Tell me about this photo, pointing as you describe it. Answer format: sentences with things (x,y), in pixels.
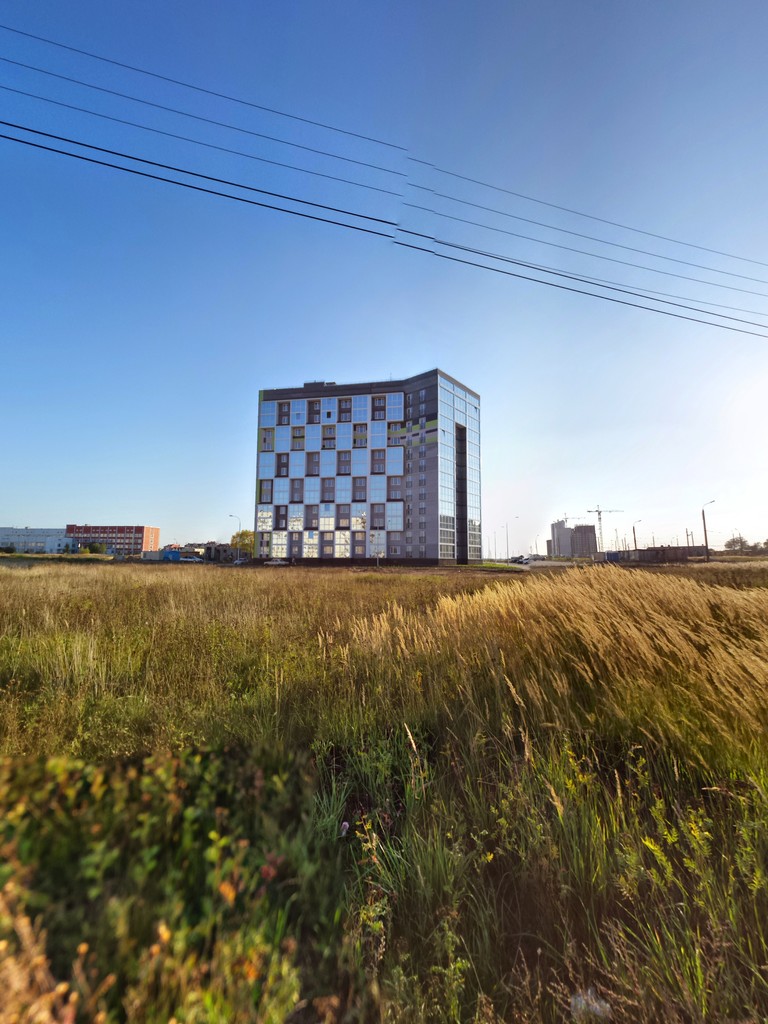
In the foreground of the picture (493,629) there are plants (66,956) and grass (251,637). In the center of the picture (351,501) there are buildings (332,517), poles (635,543) and trees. At the top (64,104) there are cables (408,206). Sky (393,235) is clear and it is sunny.
